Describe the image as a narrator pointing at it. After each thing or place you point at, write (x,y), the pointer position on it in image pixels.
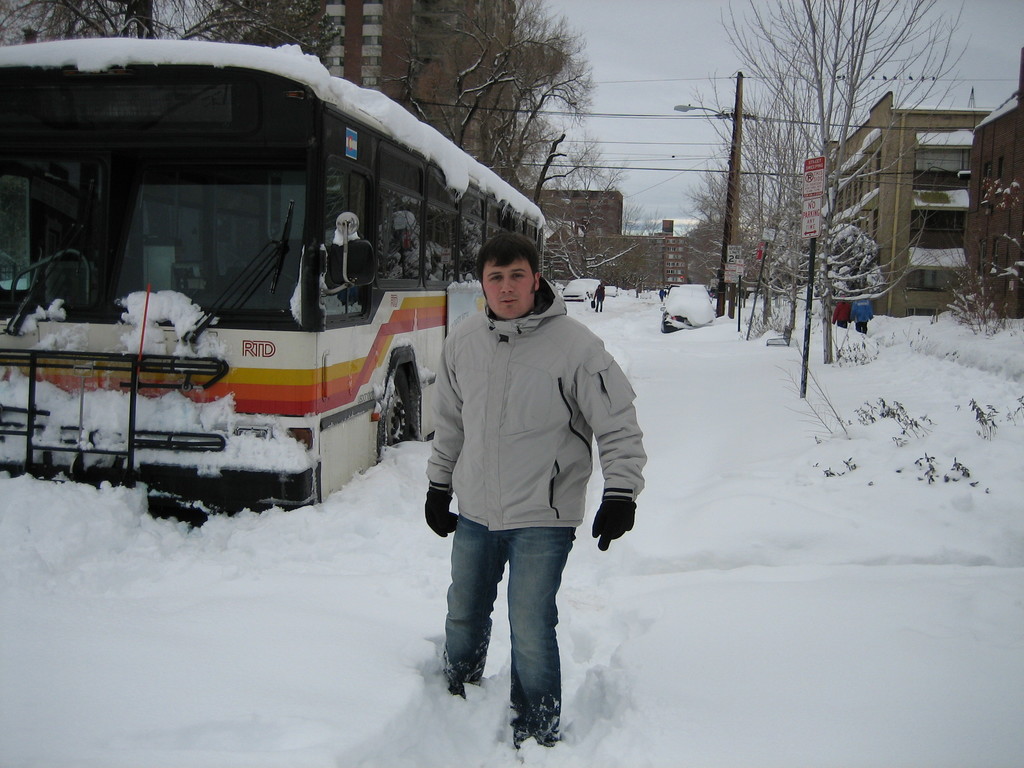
In the image I can see some snow (789,385) on the ground (769,485), few persons (500,270) standing on the ground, few vehicles (245,147), few trees (764,210), few poles (731,200), few buildings (898,186) and few wires (657,170). In the background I can see the sky (636,61).
